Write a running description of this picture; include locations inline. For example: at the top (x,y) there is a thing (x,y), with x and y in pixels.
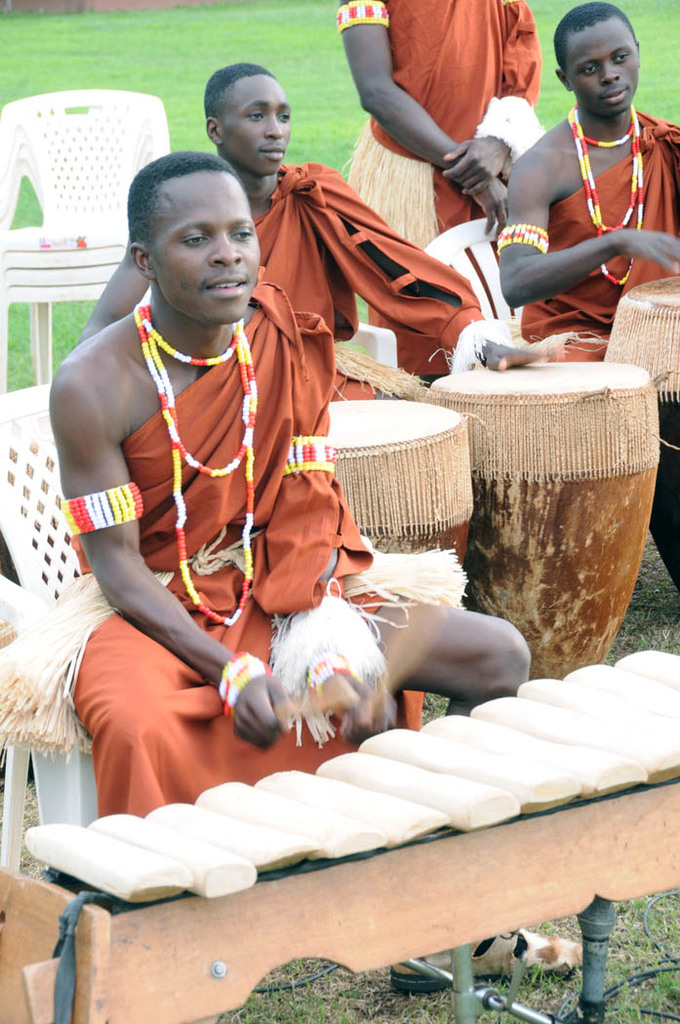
I think this picture is taken in grounds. There are four men (253,367), three men (564,256) are sitting on chairs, one man (422,169) is standing. All of them are wearing orange dress (201,441) and ornaments (174,494). Before them there are musical instruments (540,506).
